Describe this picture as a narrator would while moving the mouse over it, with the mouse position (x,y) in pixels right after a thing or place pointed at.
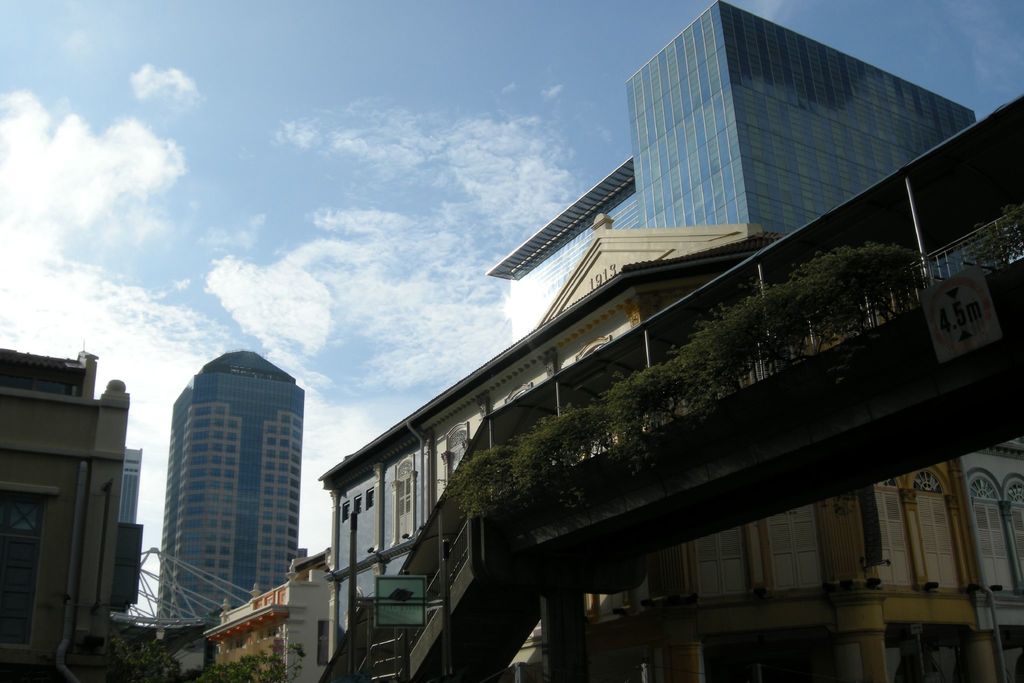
In this picture, on the right side (864,296), we can see a bridge (836,343) and plants (844,317). In the middle of the image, we can see a hoarding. On the left side (107,455), we can see a building (107,455). In the background (239,544), we can see some buildings (306,574), houses (265,646), plants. On the top (310,119), we can see a sky (65,86).
